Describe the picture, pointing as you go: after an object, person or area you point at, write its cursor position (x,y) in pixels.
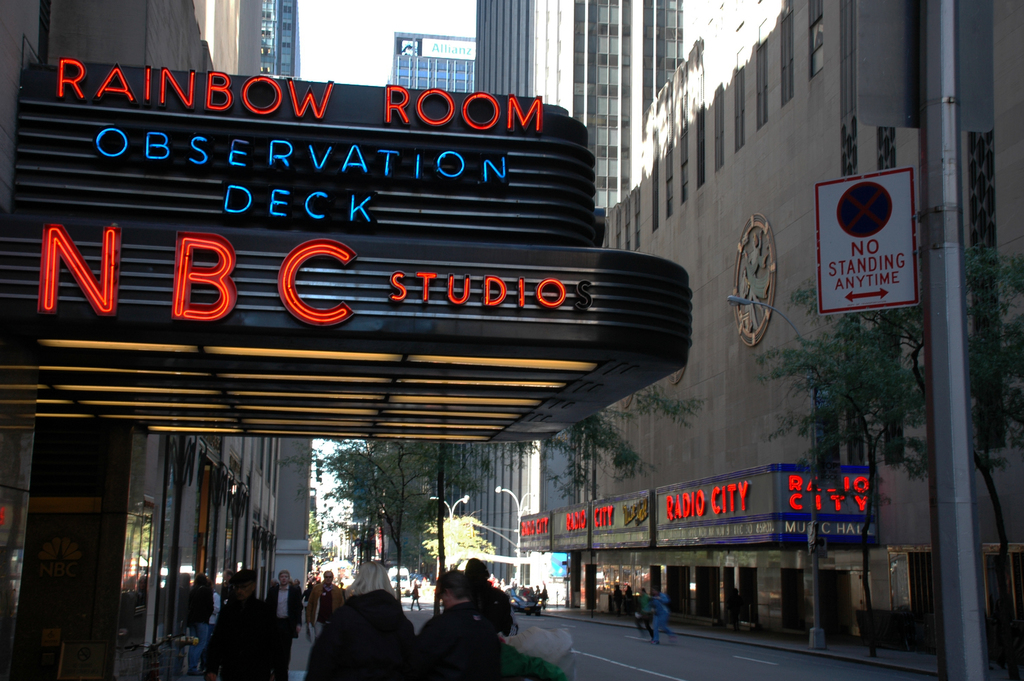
In the picture we can see group of persons (282,595) walking through the footpath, there is road (587,666), there are some trees (414,502), poles (450,518) and there are some buildings (290,532) which are on left (101,384) and right side of the picture (744,438).
